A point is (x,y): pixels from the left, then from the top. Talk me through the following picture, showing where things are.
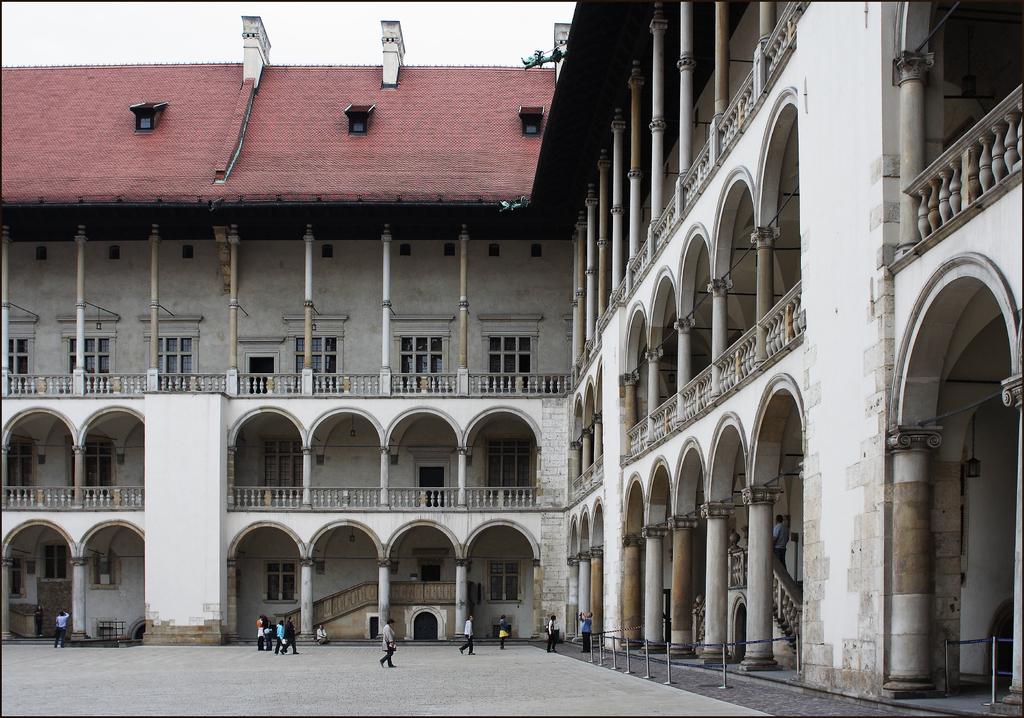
In this image I can see a building (482,451) and in front of the building (305,574) I can see persons (582,619), at the top (279,12) I can see the sky (422,31).
